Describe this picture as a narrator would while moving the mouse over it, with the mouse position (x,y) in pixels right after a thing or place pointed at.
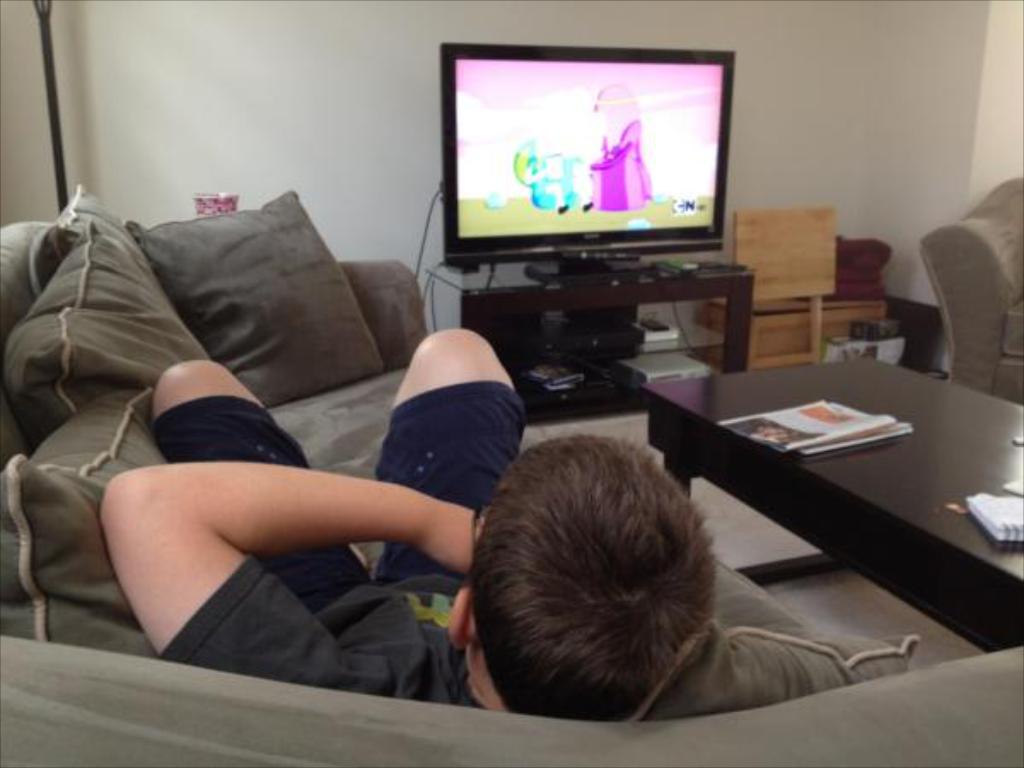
In this image we can see a person (327,513) lying on a sofa (360,728). On the sofa (347,723) there are pillows (221,293). Near to the sofa (382,723) there is a table (846,488). On the table (861,472) there are papers (999,503). In the back (597,196) there is a television (522,225) on a stand (550,307). In the stand (597,369) there are few items (618,355). Near to that there are wooden objects (798,300). In the back (780,93) there is a wall (317,166). On the right side (929,254) there is another sofa (945,302).
